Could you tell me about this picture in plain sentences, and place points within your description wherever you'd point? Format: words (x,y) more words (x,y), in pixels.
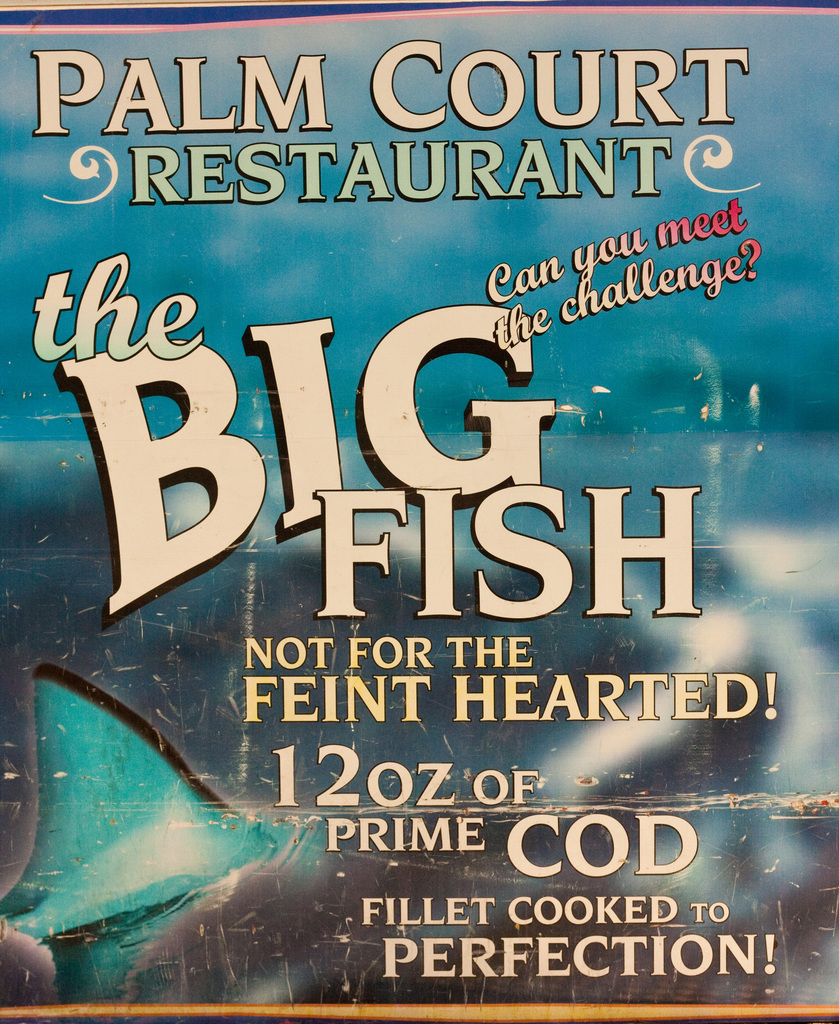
This is a poster (105,550) having an animated image (102,749) and texts (522,88). This animated image (347,258) is blurred.
